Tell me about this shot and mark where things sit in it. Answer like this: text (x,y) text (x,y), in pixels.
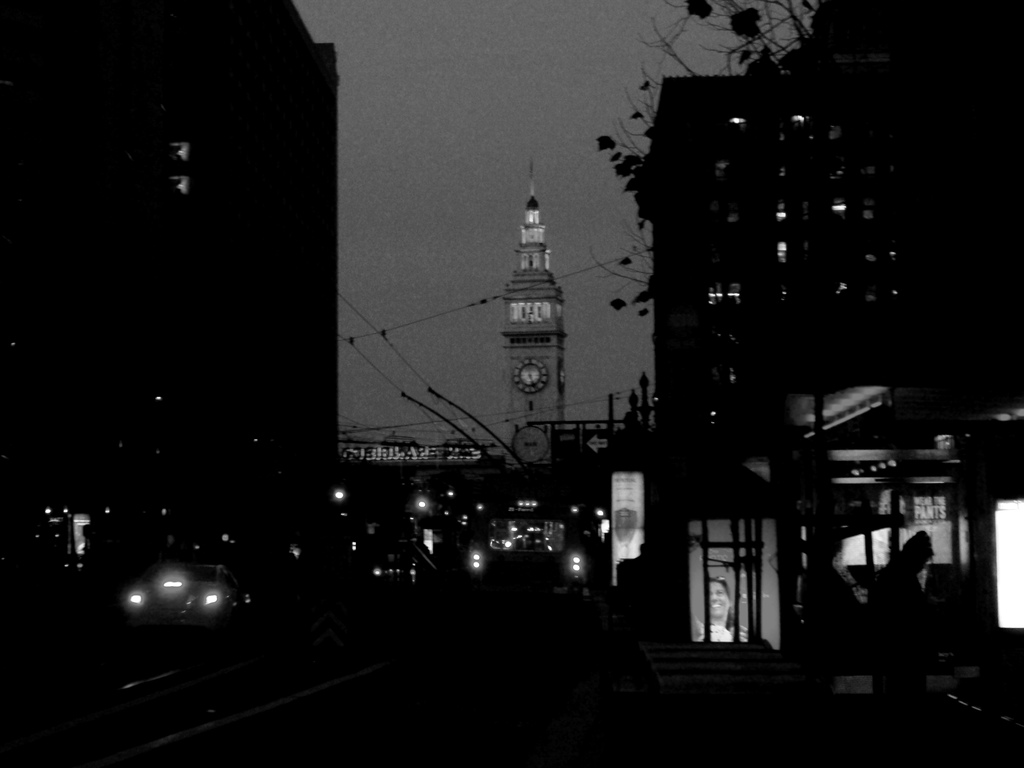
This is a black and white image. There are a few buildings (752,198) and vehicles (518,500). We can see a clock tower (512,364) and some stairs (740,672). We can also see some wires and the sky (438,99). We can also see the ground (429,726). We can see some boards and lights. We can see a person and some trees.
